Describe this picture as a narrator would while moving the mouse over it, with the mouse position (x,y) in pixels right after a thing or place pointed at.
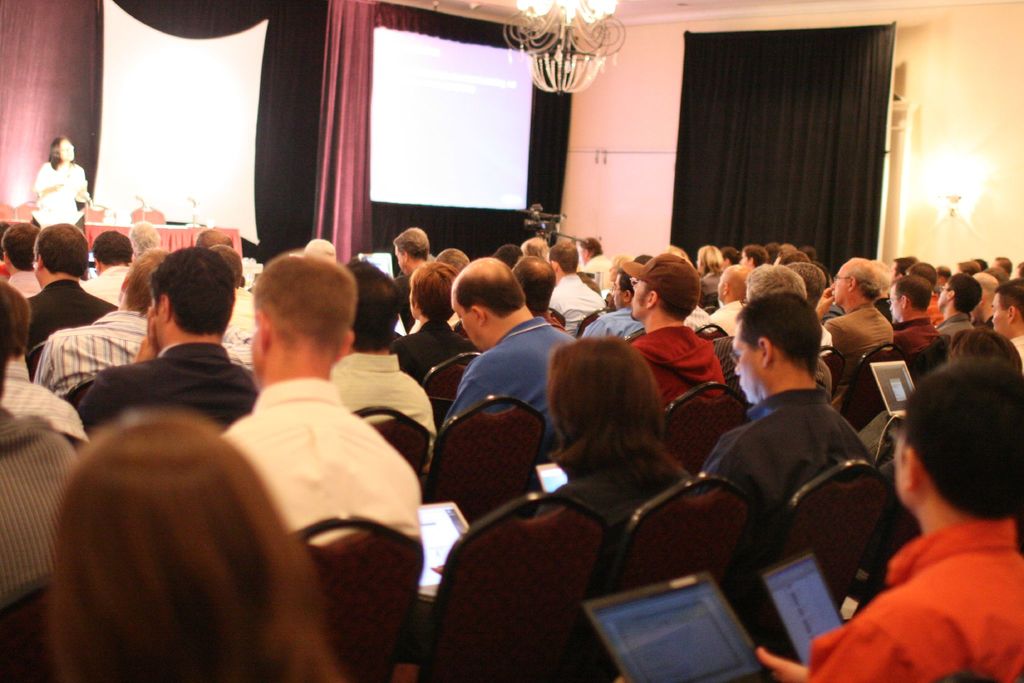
In this image there are so many people (246,527) sitting at the chairs (44,605), in front of them there is a lady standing on the stage (69,217) and speaking to them behind her there is a table (230,230) and chairs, also chandelier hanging on the roof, curtains (807,53) hanging on the window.
